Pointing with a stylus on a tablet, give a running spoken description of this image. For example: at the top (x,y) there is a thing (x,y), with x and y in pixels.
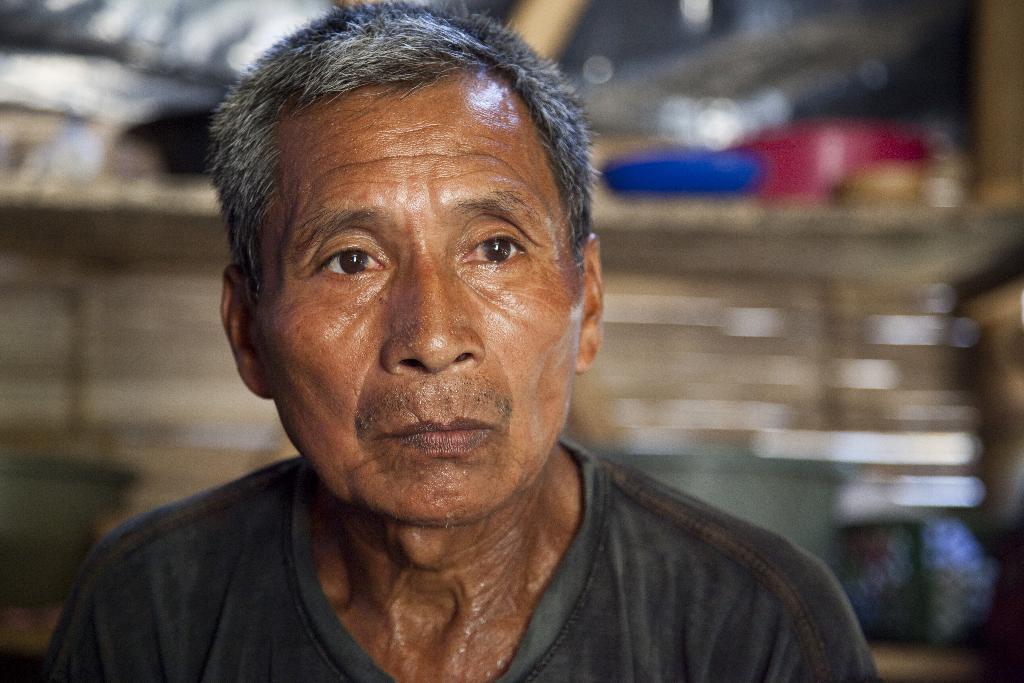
In this image there is a person (423,519). The background (845,428) is blurred.
